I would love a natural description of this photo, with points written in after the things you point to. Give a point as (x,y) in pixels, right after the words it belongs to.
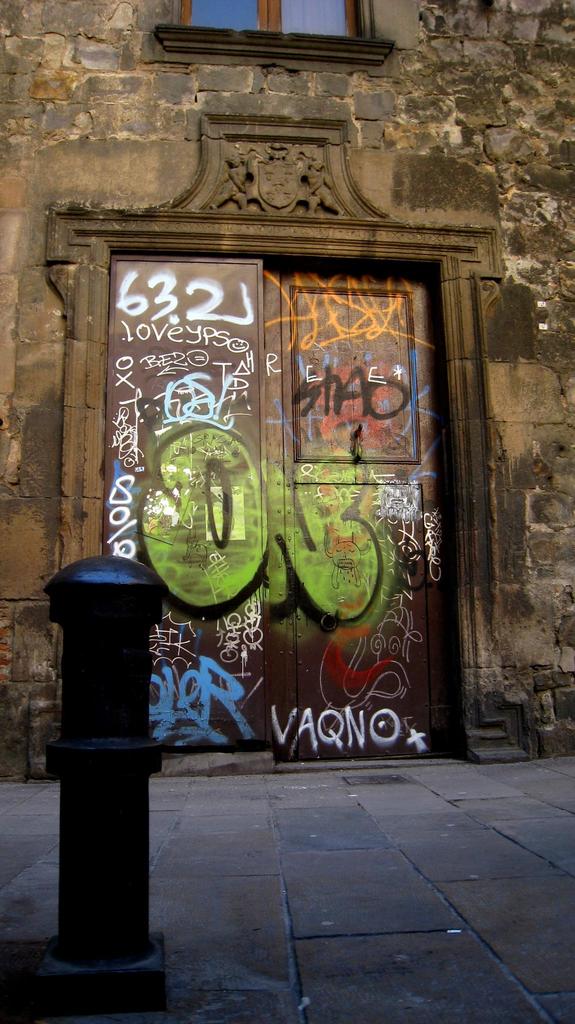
In this image there is window (268,20), there is wall (460,121), there is door (332,528), there is an object (123,804) on the ground (370,874).
